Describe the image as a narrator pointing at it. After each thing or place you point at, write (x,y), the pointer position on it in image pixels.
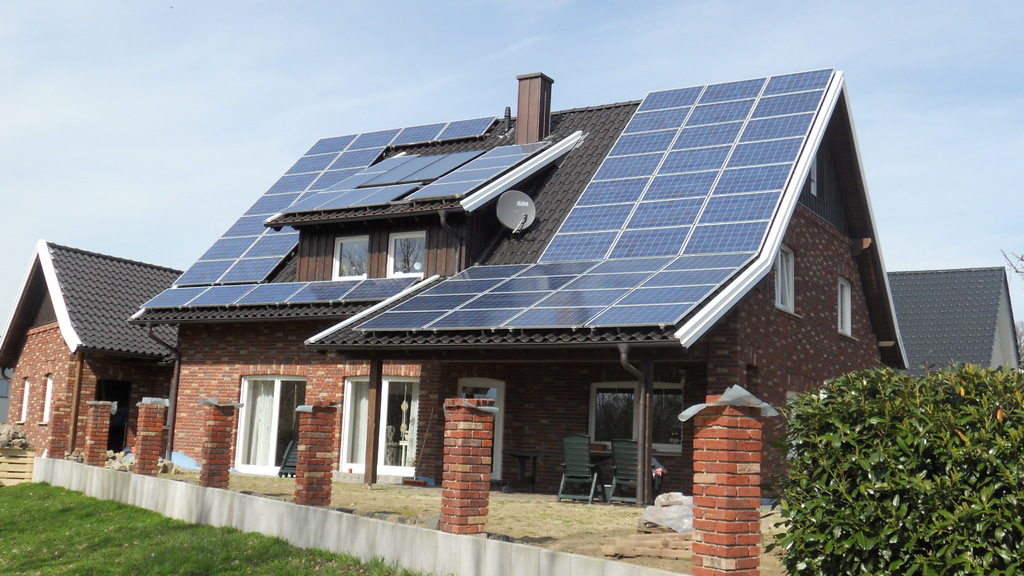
In this picture we can see houses (547,399) with windows (592,408), pipes (642,409), chairs (622,476), grass (538,525), solar panels (436,312), trees (909,426) and in the background (115,73) we can see the sky (125,65) with clouds (100,90).
